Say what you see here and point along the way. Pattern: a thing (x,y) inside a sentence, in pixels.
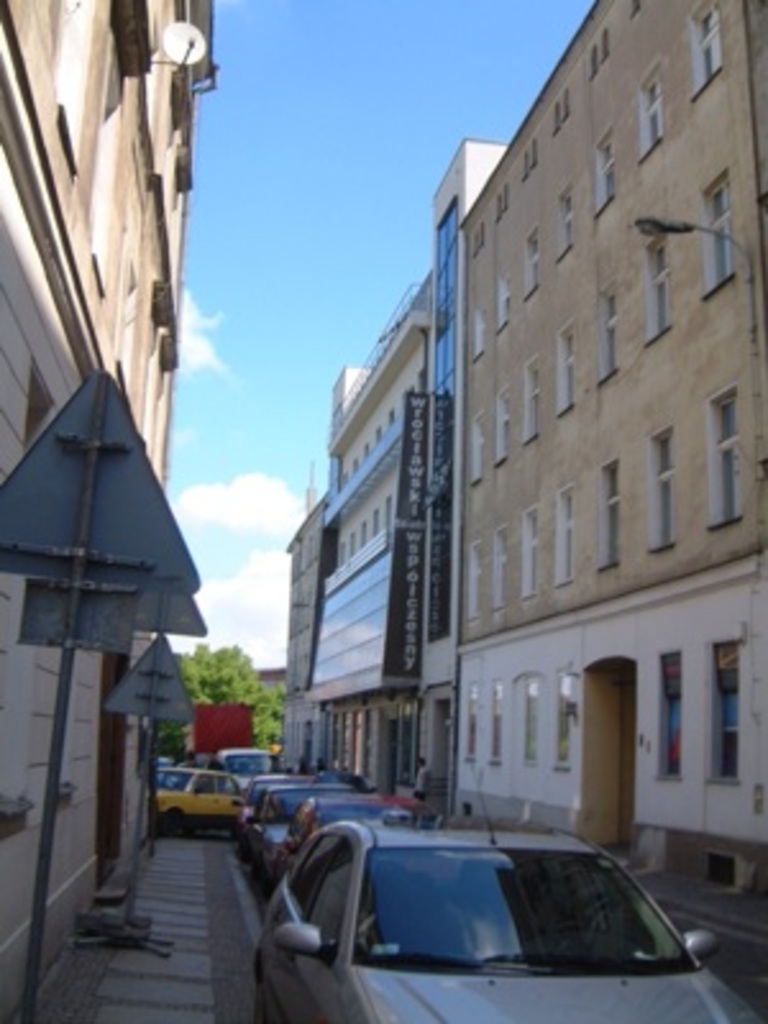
In this image we can see some buildings (12,443) with windows (537,688) and the sign boards (435,471) with some text (440,527) on it. We can also see a group of cars (425,913), a pathway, a tree (261,741), the sign boards (192,717) to the poles (85,540), a dish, a street lamp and the sky (253,300) which looks cloudy.
